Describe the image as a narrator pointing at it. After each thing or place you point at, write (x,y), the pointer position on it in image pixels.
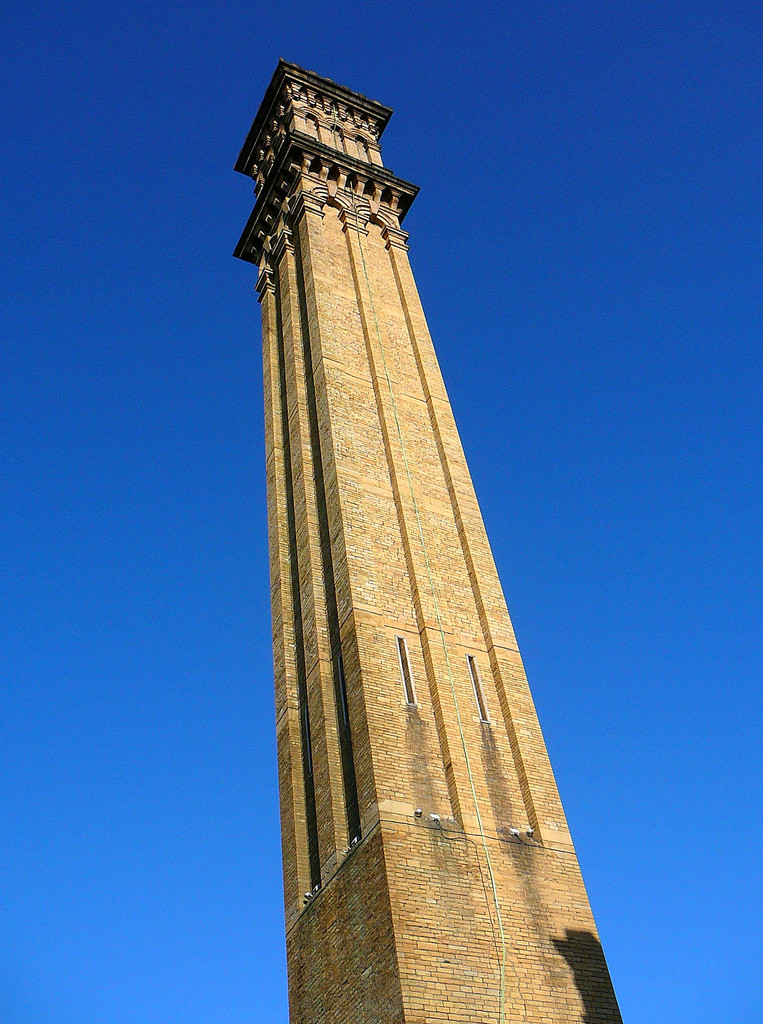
This picture contains a building tower (476,577). In the background (238,430), we see the sky (564,407), which is blue in color.
